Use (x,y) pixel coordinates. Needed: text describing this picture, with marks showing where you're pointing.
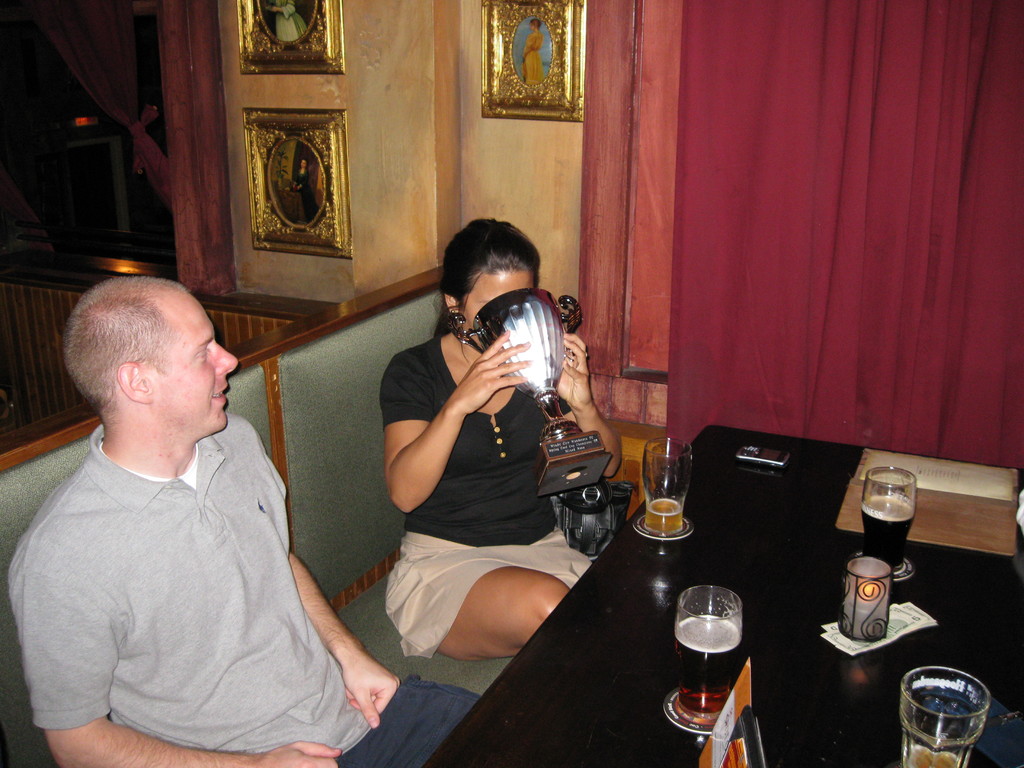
In this image I see a man (221,351) and a woman (465,234) and I see that this woman (476,409) is holding a trophy (524,298) in her hands (490,395) and I see that both of them are sitting on a couch (15,510) and there is a table (666,565) over here on which there are glasses (643,485) and I see a mobile phone (767,448) over here and I see a thing (918,524) over here. In the background (1009,172) I see the curtain (695,361), few photo frames (574,15) on the wall (236,41) and I can also see a curtain (118,15) over here.
